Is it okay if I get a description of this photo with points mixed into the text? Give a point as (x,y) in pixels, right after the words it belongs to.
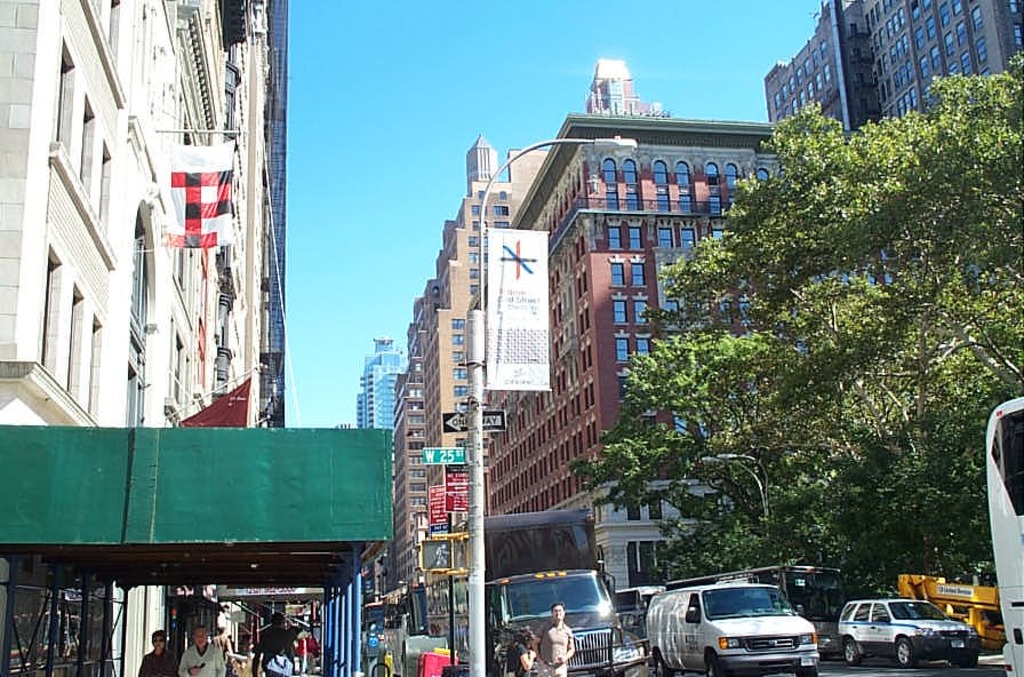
In this image there are vehicles (760,618) moving on the road (886,675), on the right side (758,527) there is a tree (892,361), on either side of the road (896,667) there are buildings (590,286), on the left side (228,653) people (219,646) are walking, in the background (390,214) there is a blue sky (550,53).
